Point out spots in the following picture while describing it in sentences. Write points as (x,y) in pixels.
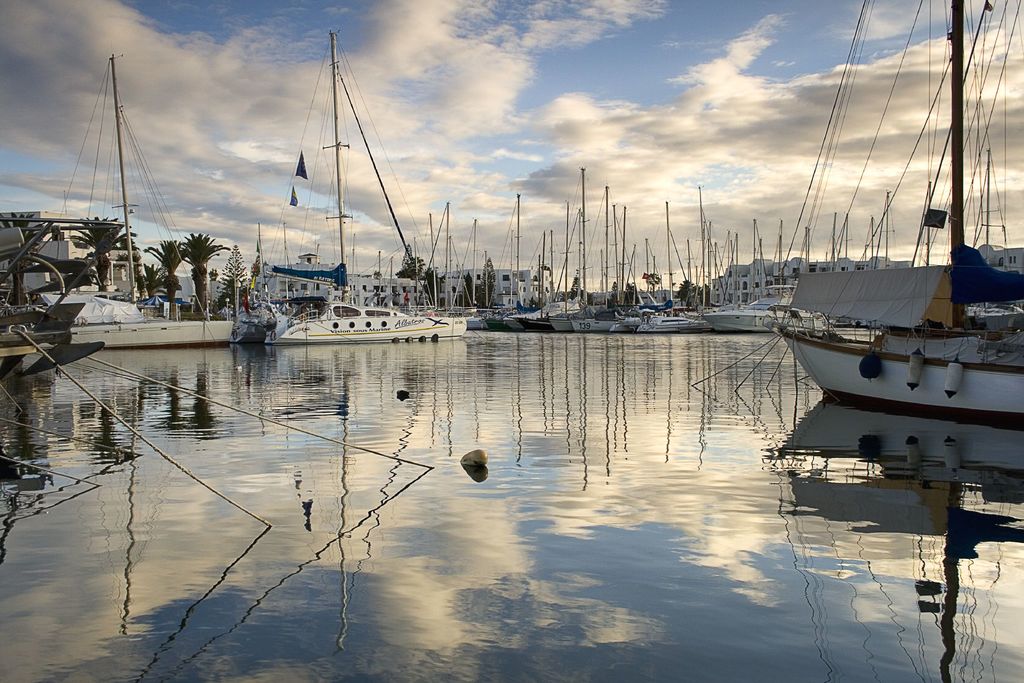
There are plenty of ships (964,339) floating on the water (543,363) and behind the ships (448,269) there are a lot of houses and trees (488,269).
